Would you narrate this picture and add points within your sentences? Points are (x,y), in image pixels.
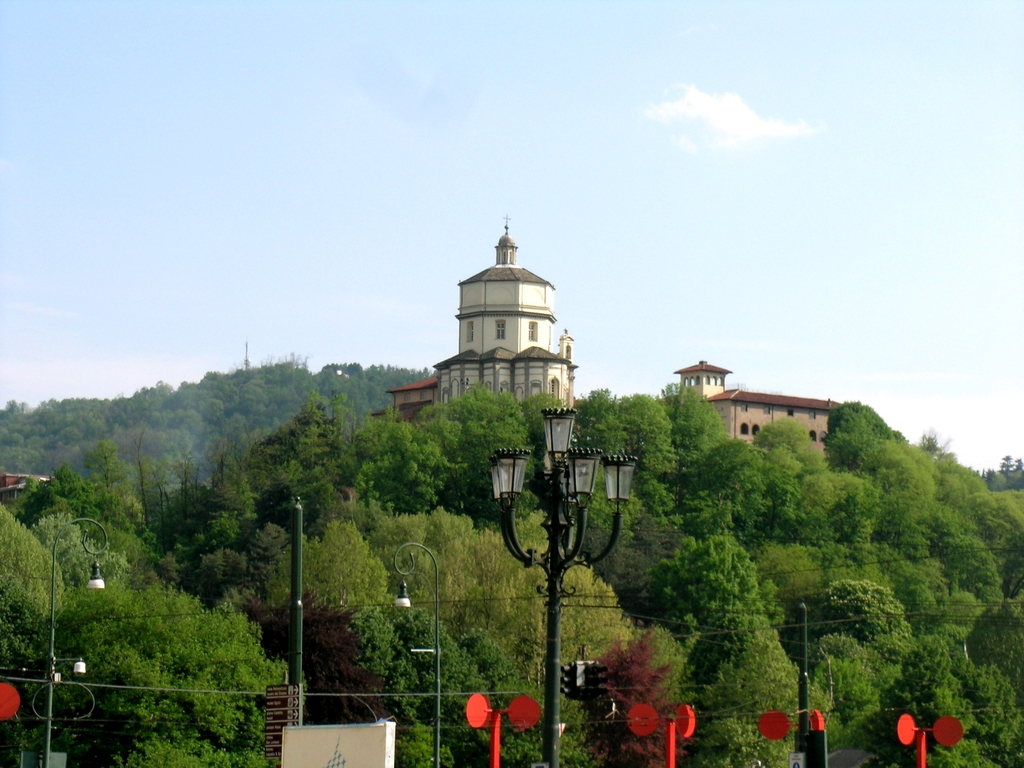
In this picture we can see there are poles (567,544) with lights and some red items (493,709). Behind the poles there are trees (469,543), buildings (724,417) and a sky (590,143).
